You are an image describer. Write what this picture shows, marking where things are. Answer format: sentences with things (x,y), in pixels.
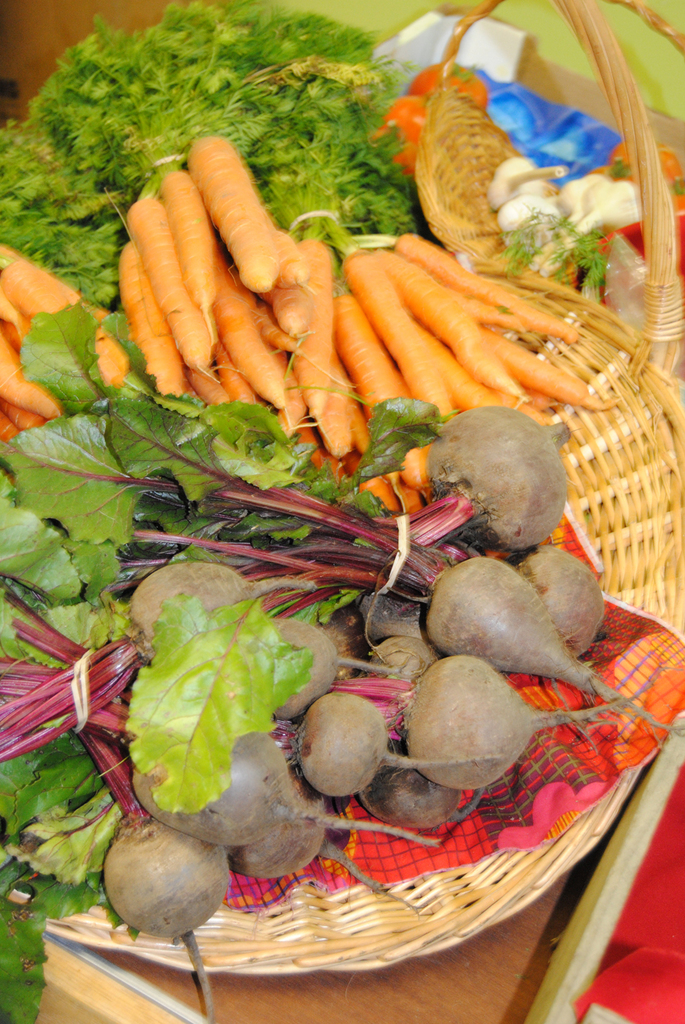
In this picture there is a basket (661,306) in the center of the image (375,510), which contains beetroots (347,777) and carrots (414,496) in it, there are green leafy vegetables (178,114) in the image.
